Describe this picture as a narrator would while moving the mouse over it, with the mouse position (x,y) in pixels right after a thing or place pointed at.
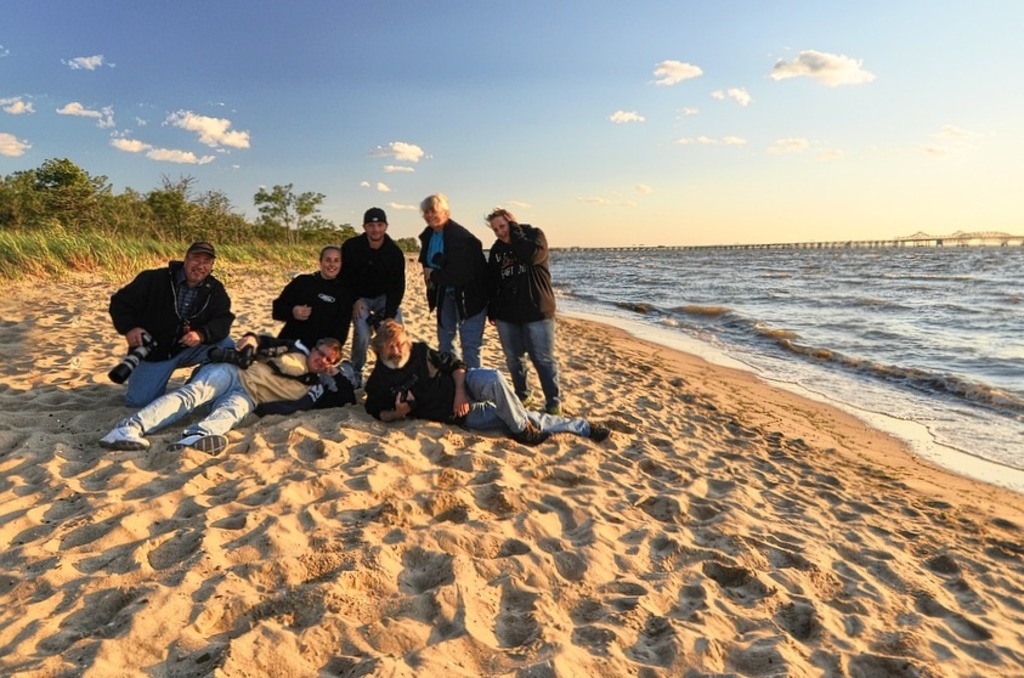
In this image we can see these people (449,366) are lying on the sand (242,497) and these persons (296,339) are standing on the sand (113,359) and this person (157,353) is holding a camera (130,364). In the background (788,290), we can see the water (786,270), bridge (982,235), trees (95,213) and the blue color sky (595,200) with clouds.
